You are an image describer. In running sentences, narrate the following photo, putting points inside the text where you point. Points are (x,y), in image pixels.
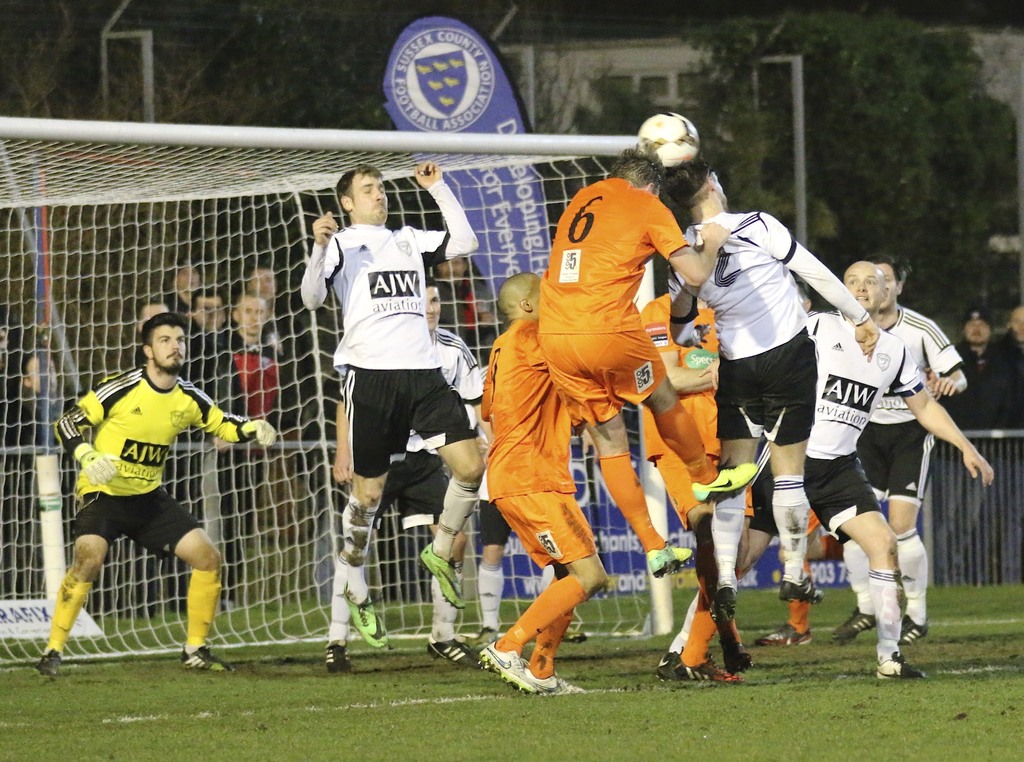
On the background (516,74) we can see windows (668,79), trees (734,81). This is a hoarding board (490,128). We can see persons (576,242) playing with a ball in a playground (796,668). This is a net (244,189).
